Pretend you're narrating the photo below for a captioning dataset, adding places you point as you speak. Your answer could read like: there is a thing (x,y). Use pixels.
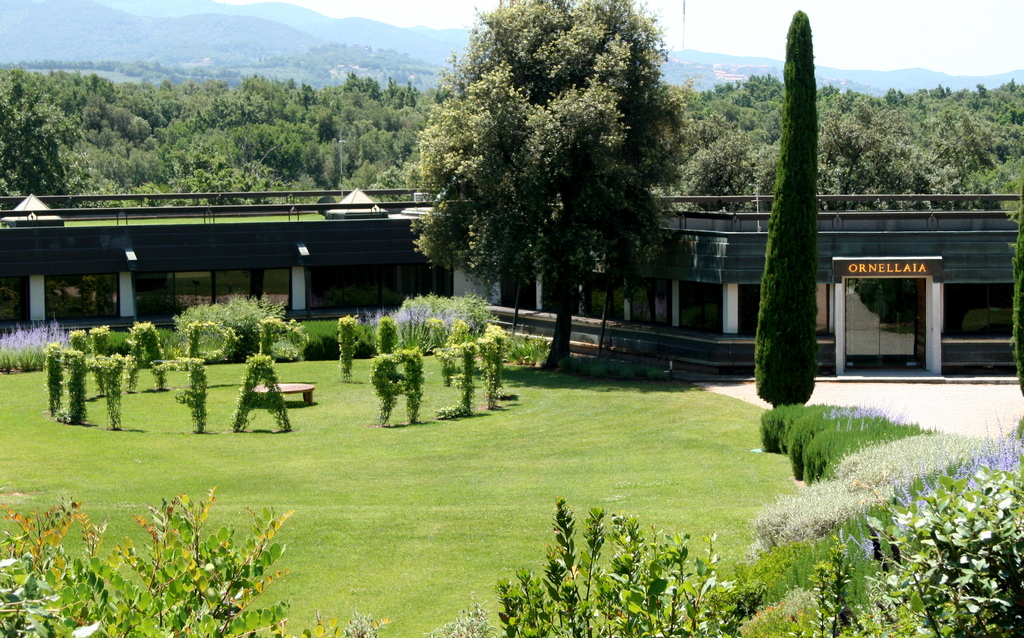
In this image I can see there is a building (983,258), there are few plants (384,388), cut into a shape, there are a few mountains (310,46) in the background (74,52) and the sky (854,2) is clear.
